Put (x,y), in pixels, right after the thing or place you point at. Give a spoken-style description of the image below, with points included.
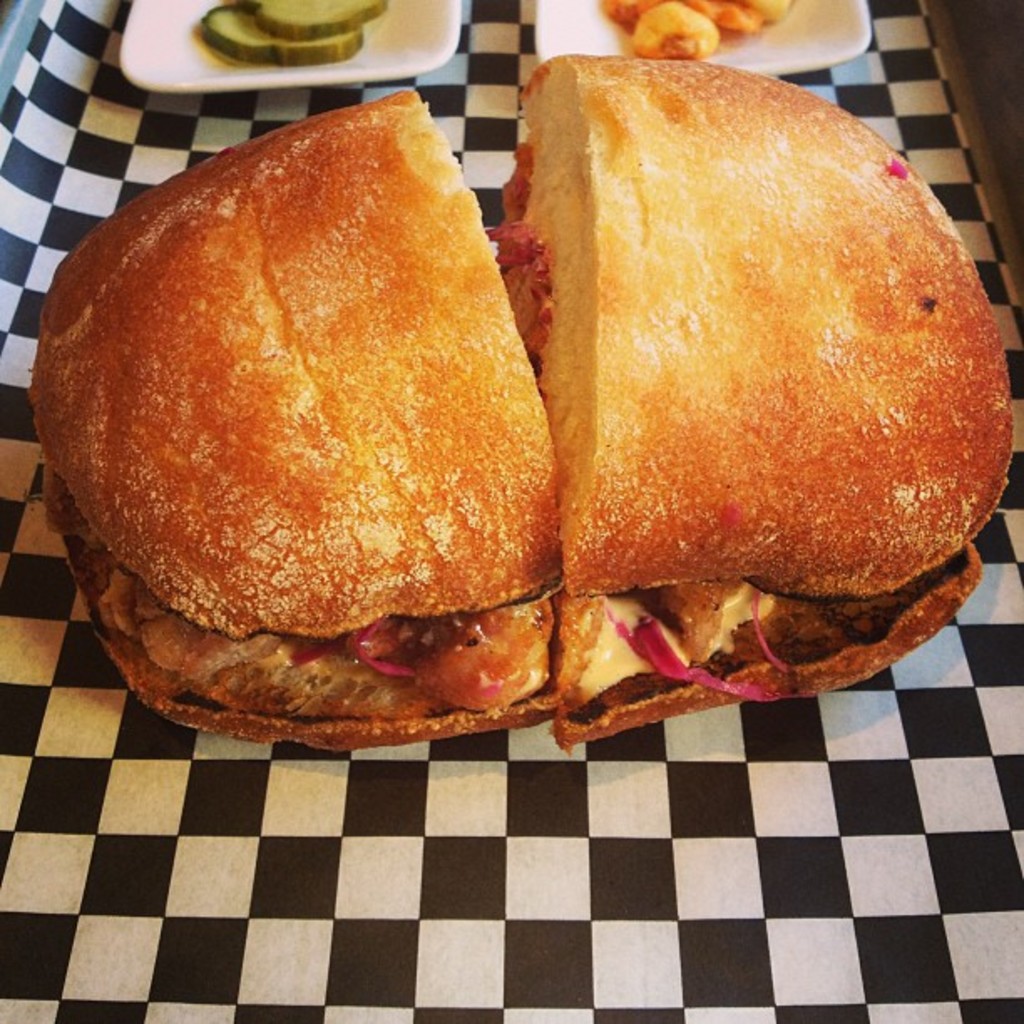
In this image we can see a food item (579,407), also we can see other food items (658,10) on the plates (185,13), which are on the black and white colored surface (818,900).
